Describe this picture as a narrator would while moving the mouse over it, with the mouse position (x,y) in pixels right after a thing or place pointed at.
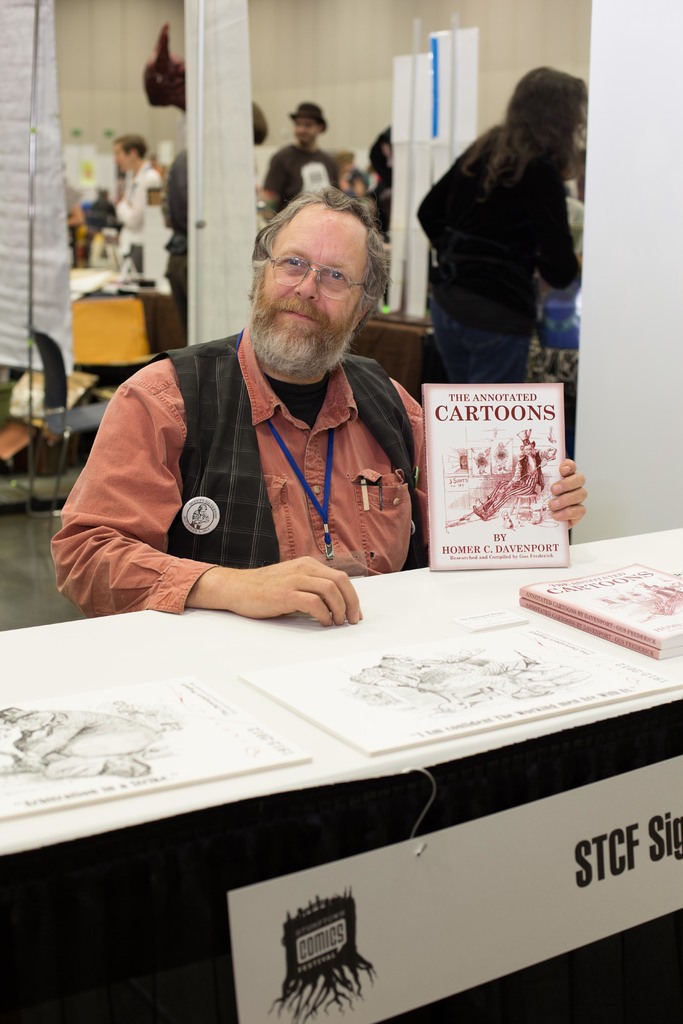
In this picture a man (173,490) is sitting on the chair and some people (537,245) are standing, in front of him there is a table (39,896) on the table (357,775) we have different types of books (672,582) are been placed.
